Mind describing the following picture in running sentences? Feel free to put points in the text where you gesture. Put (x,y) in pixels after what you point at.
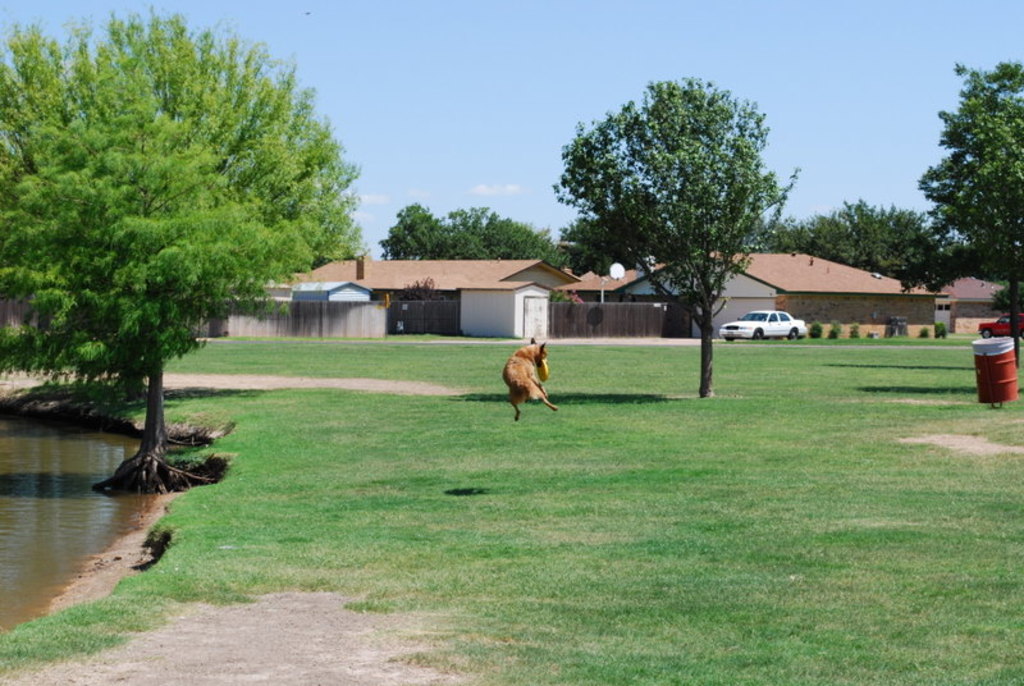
On the left side (59,469) there is water (74,459). Near to that there are trees (109,210). On the ground (392,422) there is grass (548,586). Also there is a tree (696,216). And there is a dog (518,370) jumping and biting a disc (537,371). On the right side (976,351) there is a barrel (1000,343) and a tree (1004,220). In the background (333,263) there are buildings (564,279) with gate (623,311). Also there are cars (783,323). And there are trees (825,237) and sky (570,94).
